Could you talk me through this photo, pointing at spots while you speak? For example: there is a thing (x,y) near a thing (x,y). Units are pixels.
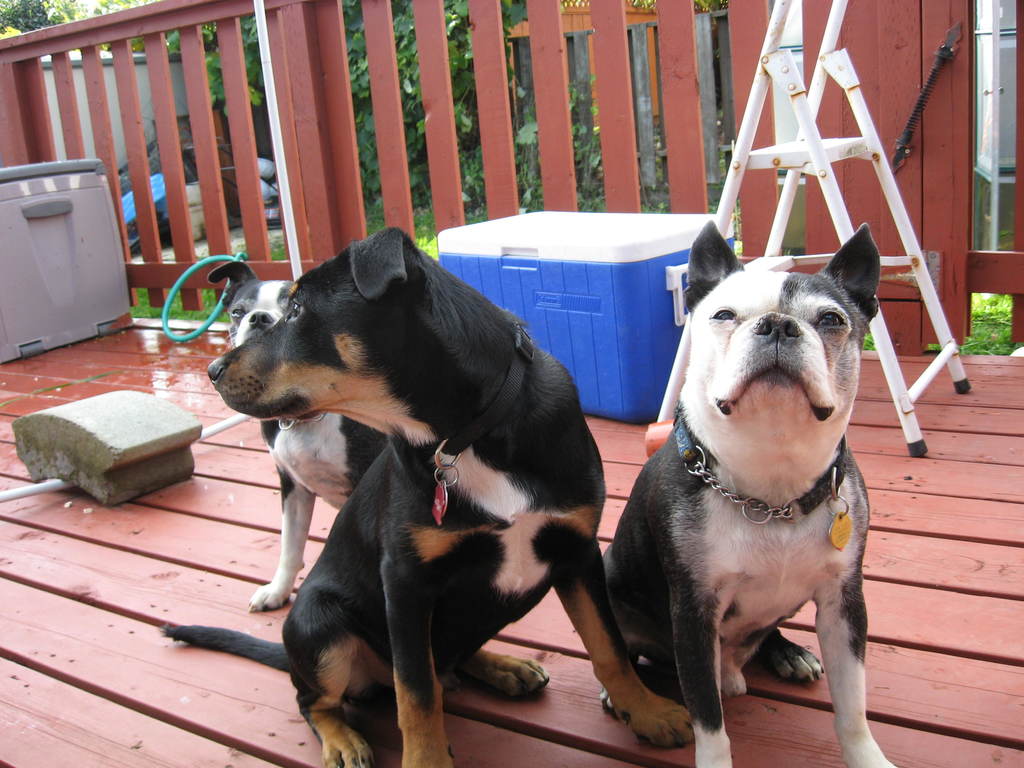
In this image we can see dogs (544,501), stone (78,405), pipes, ladder (811,98), boxes (652,269), fence (346,131), and a door (847,112). In the background (38,23) we can see wall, grass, plants (420,145), and other objects (225,151).
